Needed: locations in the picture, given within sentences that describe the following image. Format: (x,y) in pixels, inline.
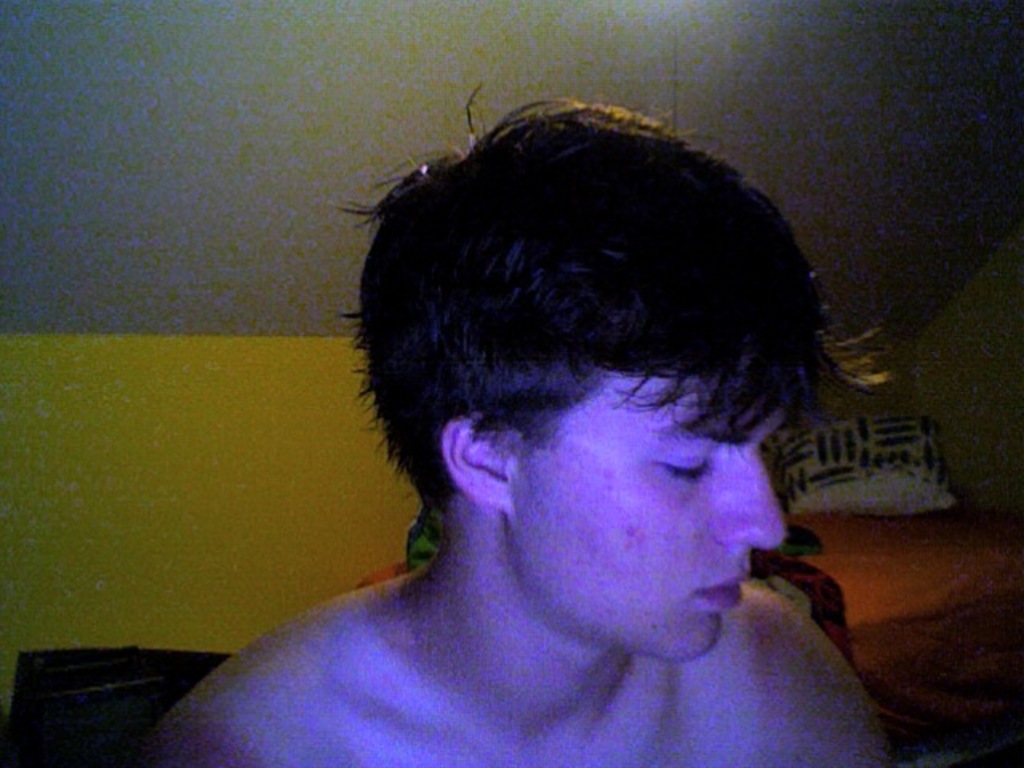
In this picture we can see a man (480,558). Behind the man (516,643), it looks like a pillow (894,484) on a bed (848,554) and there is a wall (229,482). At the top of the image (240,41), there is a ceiling (348,87).
